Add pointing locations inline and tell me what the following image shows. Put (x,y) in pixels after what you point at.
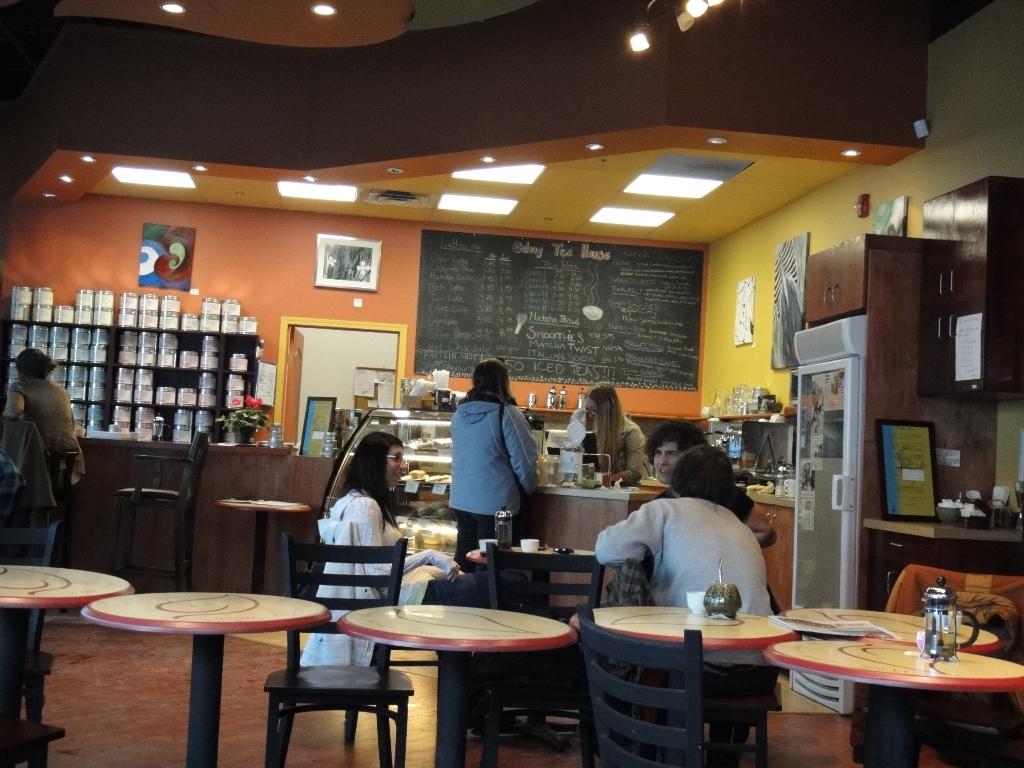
As we can see in the image there is a wall (238,266), photo frame (338,251), black color board (470,292), few containers (198,329) on shelves (224,343), few people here and there and there are chairs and table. On table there are glasses (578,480).
